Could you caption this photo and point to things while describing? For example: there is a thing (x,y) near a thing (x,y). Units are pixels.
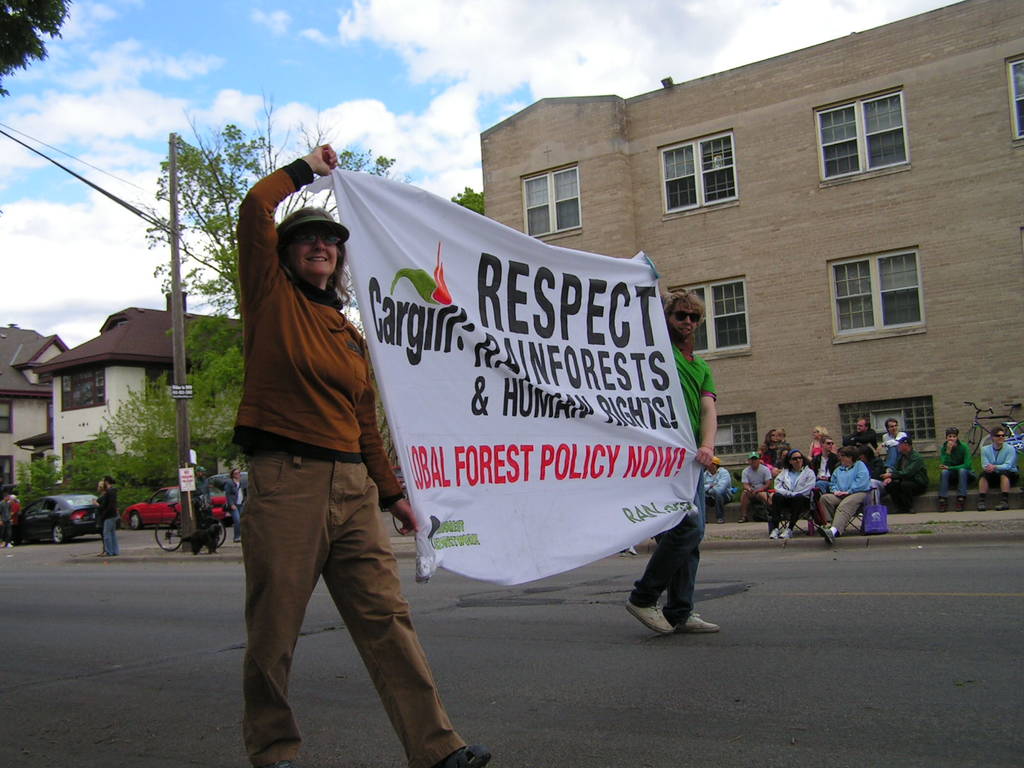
In this image, we can see persons (198,499) wearing clothes (696,404). There are two persons (689,369) holding a banner (439,301) with their hands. There are buildings (111,400) and trees (151,456) in the middle of the image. There are cars (153,508) on the left side of the image (86,516). There are clouds (300,112) in the sky (256,67). There is a pole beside the road (220,591).
